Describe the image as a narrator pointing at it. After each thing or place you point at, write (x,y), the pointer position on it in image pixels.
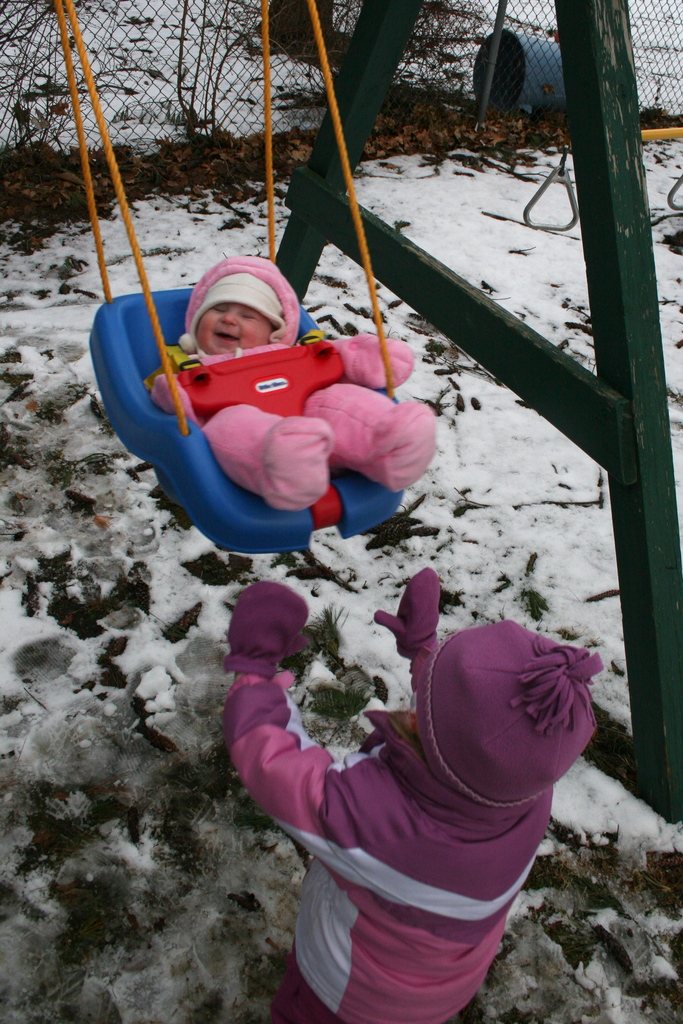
In this image there is a kid (229,456) wearing a cap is sitting on a swing (198,441) which is hanged to a stand (587,395). Bottom of the image (322,815) there is a kid (419,801) wearing a cap (514,702) and gloves (264,629). He is standing on the land (193,600) which is covered with snow (544,219). Top of the image (111,14) there is a fence (405,70). Behind there are few trees (315,49) and plants (18,80).
